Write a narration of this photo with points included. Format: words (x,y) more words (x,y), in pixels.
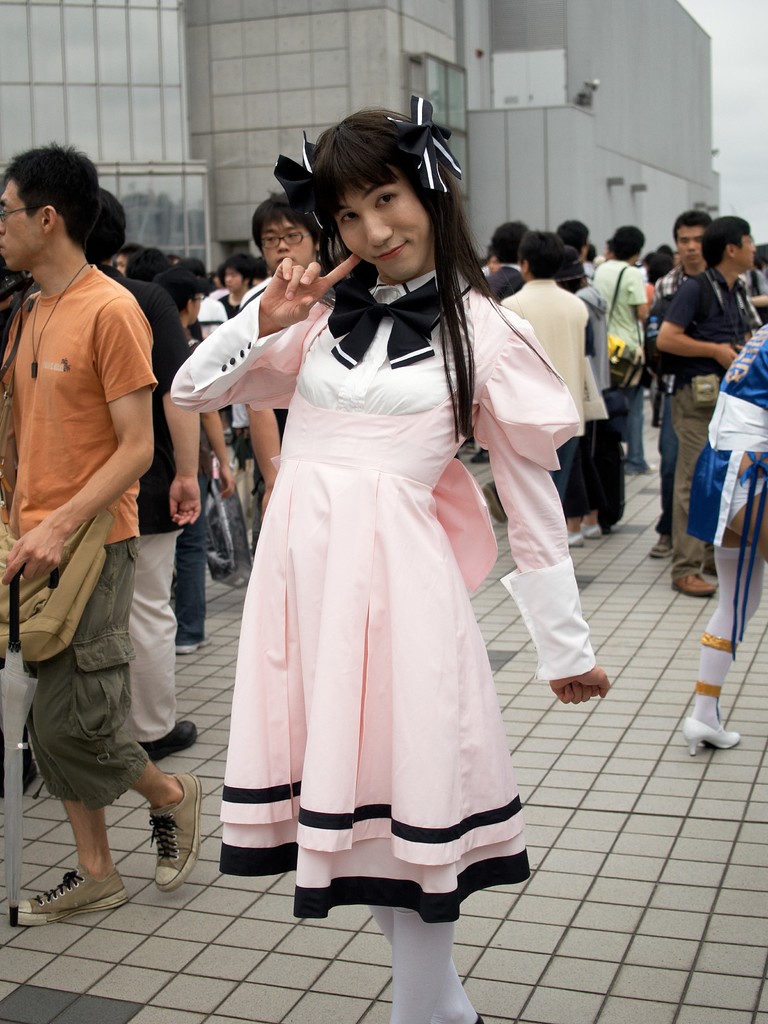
in this image in the foreground (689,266) we can see many people (704,302) and in the background (189,200) we can see the buildings (656,177).
